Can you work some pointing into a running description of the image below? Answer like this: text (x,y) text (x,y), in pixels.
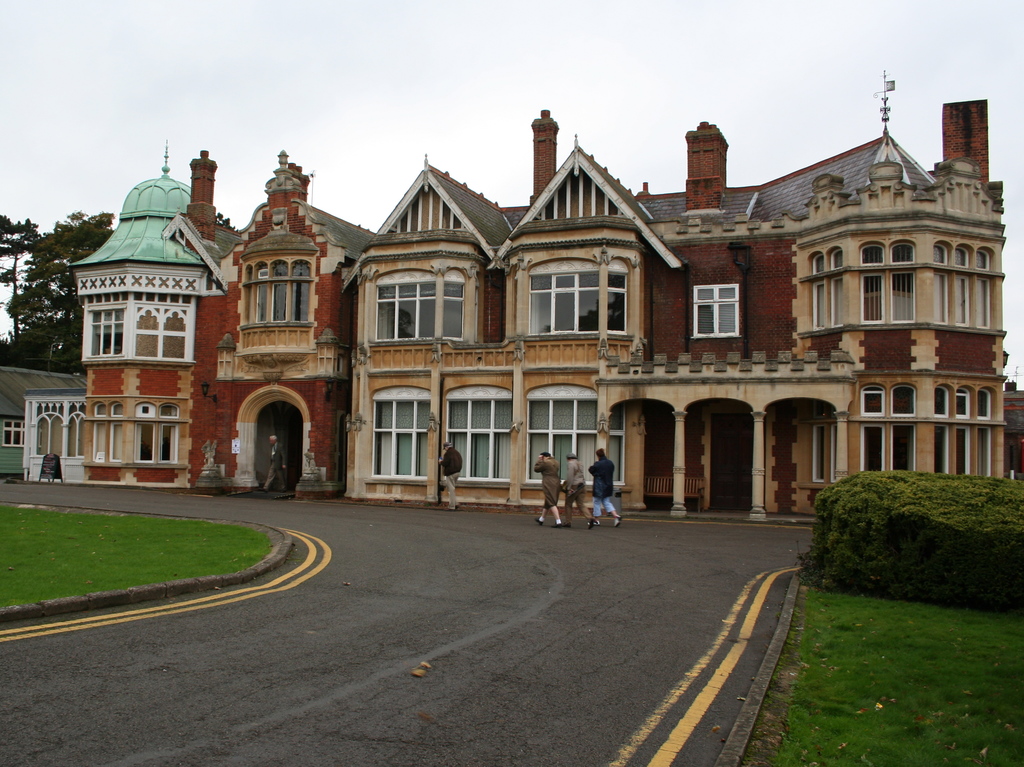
In the center of the image (546,484) we can see a group of people (566,506) standing on the ground (520,567). In the background (808,467), we can see a building (416,335) with a group of windows (555,434), pillars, trees (58,306) and sky (374,111).
